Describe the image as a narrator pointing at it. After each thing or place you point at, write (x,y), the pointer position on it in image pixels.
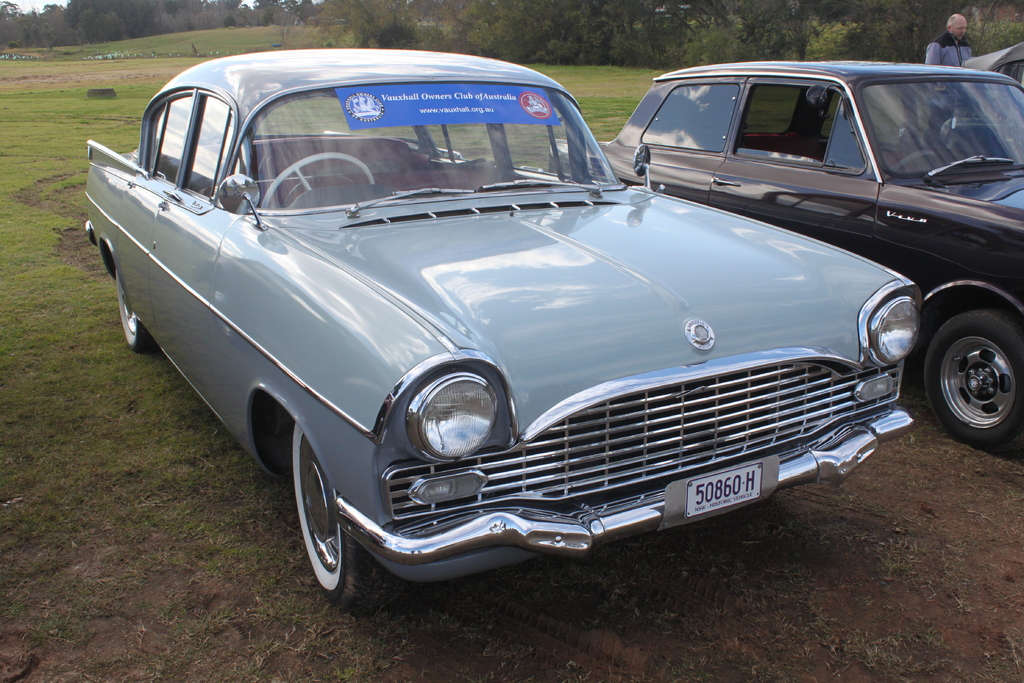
In this image I see 2 cars (661,130) over here and I see blue color paper (411,103) on which there are words (456,98) written and I see 2 logos (374,97) and I see the number plate (712,505) over here and I see the ground (587,107) on which there is grass (23,252) and I see a man (956,45) over here. In the background (922,48) I see number of trees (654,48).
